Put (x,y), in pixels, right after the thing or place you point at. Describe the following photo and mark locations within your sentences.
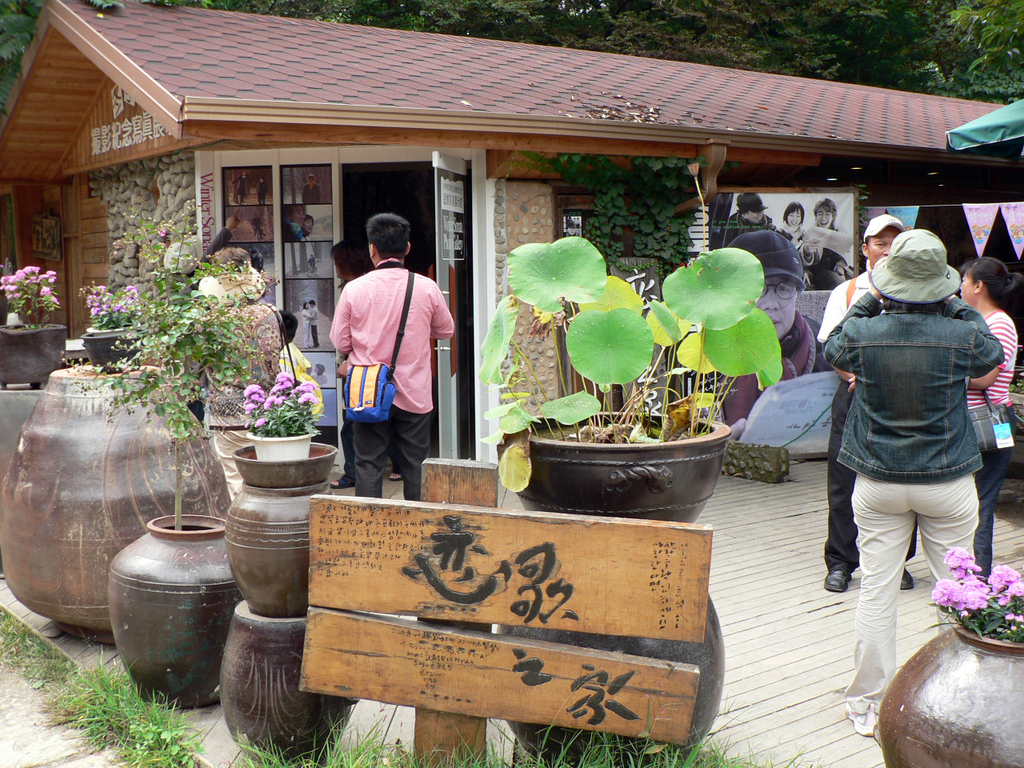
In this image we can see few people (941,391). Some are wearing caps (890,276) and holding bags (369,375). There are pots (24,341) with plants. Also there is a wooden board (454,588) with something written. On the ground (31,682) there is grass (623,738). In the back (353,130) there is a building (367,113) with photos (779,243). In the background (640,54) there are trees (830,62).
